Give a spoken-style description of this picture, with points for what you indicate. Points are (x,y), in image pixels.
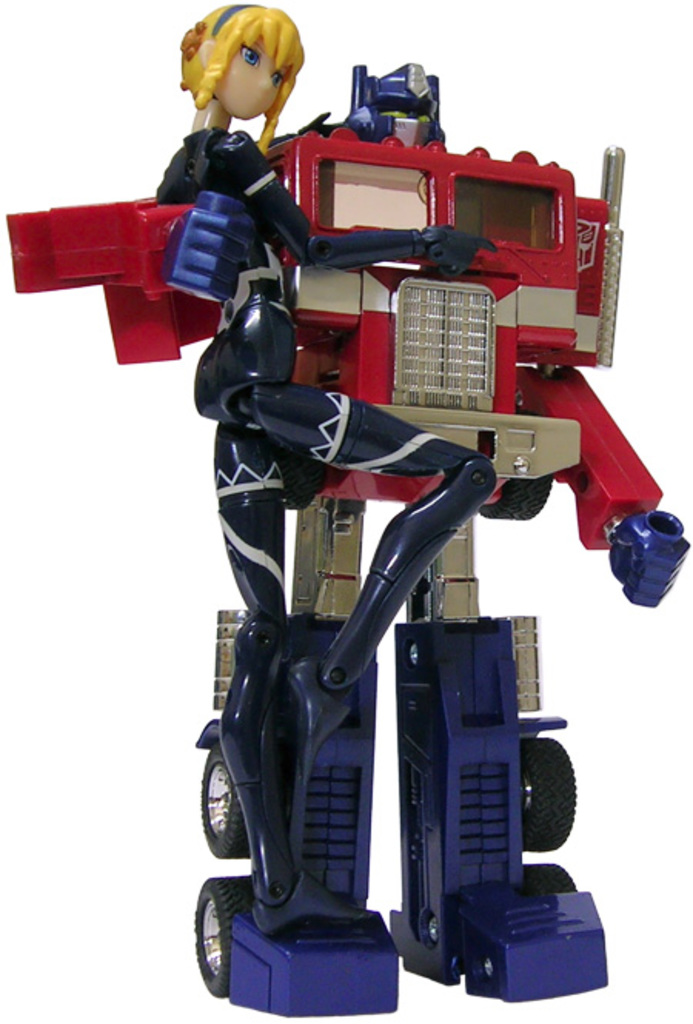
In this image we can see a toy (271,596).
